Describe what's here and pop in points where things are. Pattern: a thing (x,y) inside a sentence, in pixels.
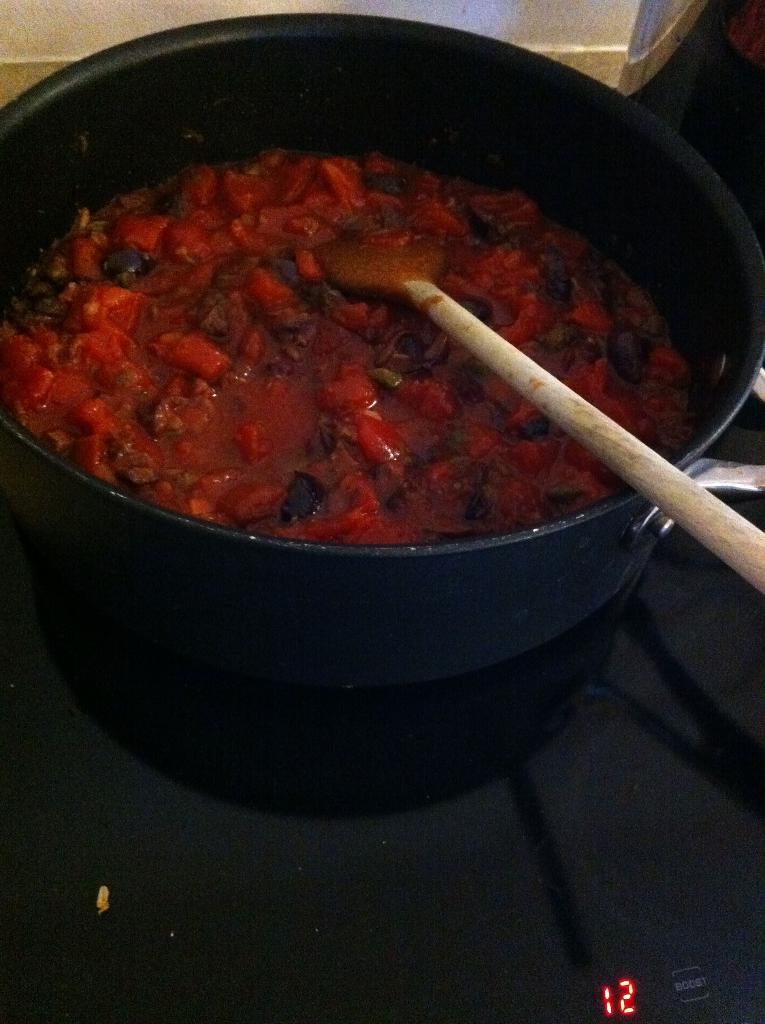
In this image we can see a bowl (545,624), spatula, and food (433,494) on a platform (470,722). At the bottom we can see digital numbers (610,1004).
